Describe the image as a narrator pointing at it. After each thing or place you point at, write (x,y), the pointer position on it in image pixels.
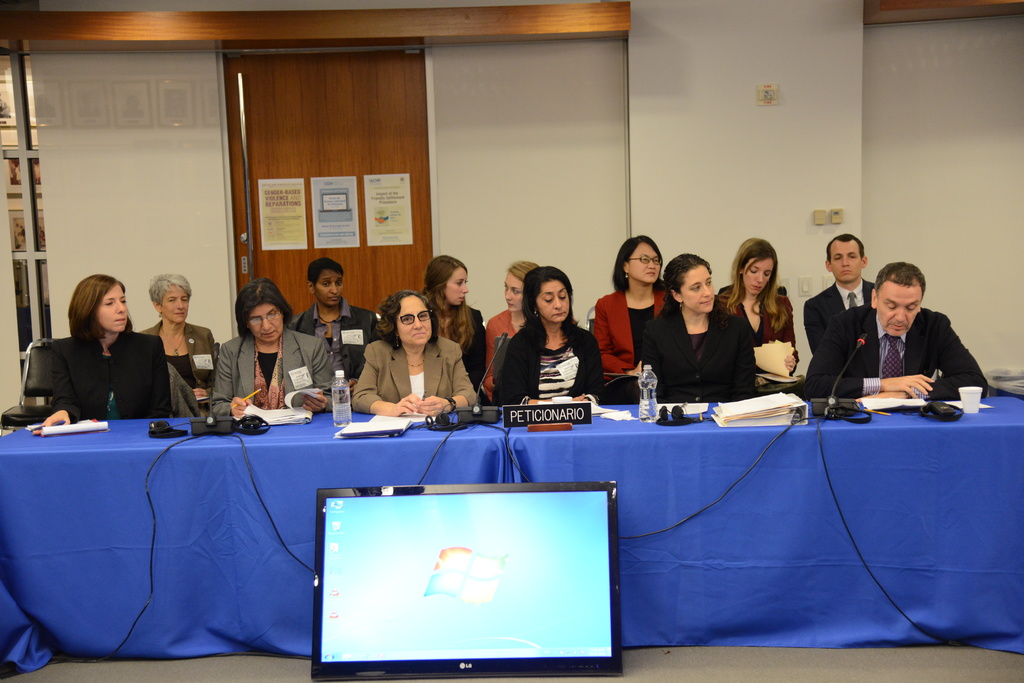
In this image there are group of people (525,393) sitting behind the table (658,511). The table (822,539) is colored with blue color cloth (915,493). There are headphones (177,435), cups (972,405), papers (739,407) and books (368,430) on the table (1001,404). At the back (339,173) there is a door (285,175) and in the front (555,570) there is a monitor (420,632).
